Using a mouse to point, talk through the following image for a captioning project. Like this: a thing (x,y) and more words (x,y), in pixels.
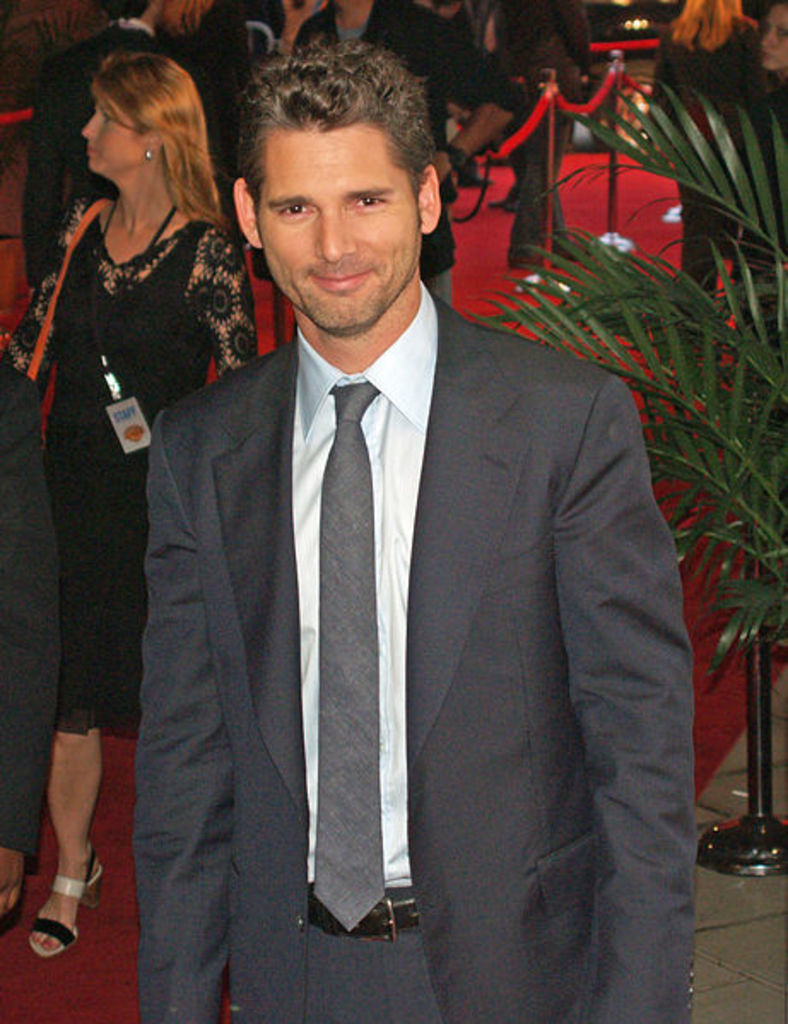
In this image I can see people (294,412) among them this man (363,571) is standing and smiling. The man (345,673) is wearing a suit (290,400). Here I can see a plant (676,379) and red carpet (654,180).
